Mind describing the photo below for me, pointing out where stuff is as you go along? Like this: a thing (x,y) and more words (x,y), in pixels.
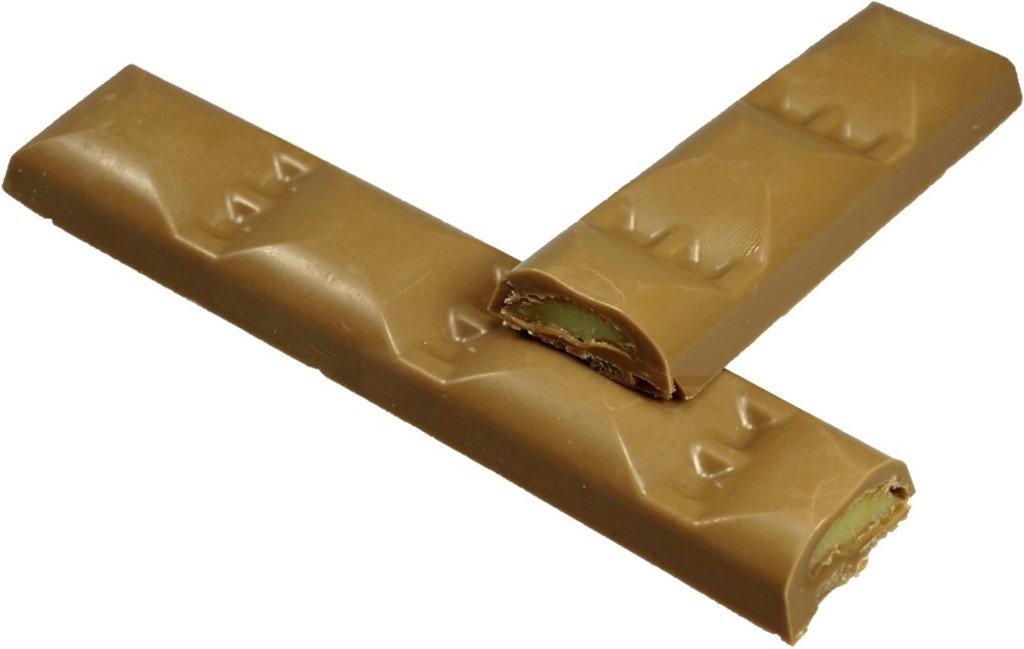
In this image we can see two chocolate bars (576,302), and the background (158,592) is white in color.
